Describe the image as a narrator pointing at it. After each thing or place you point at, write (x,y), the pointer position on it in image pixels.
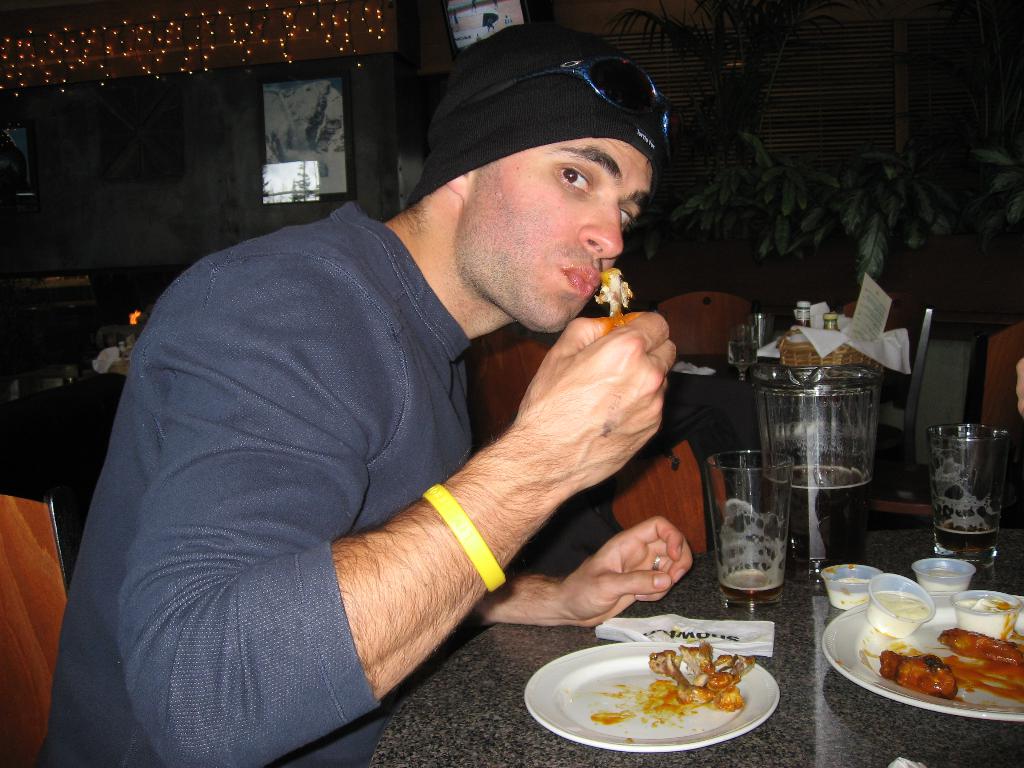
This image is taken indoors. In this image the background (790,216) is a little dark. There are a few plants (824,206). There are a few window blinds (784,85). There is a picture frame (315,147) on the wall (369,132). There are a few rope lights (180,39) and there are a few objects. There are a few empty chairs (701,345). There is a table (754,365) with a few things (835,327) on it. On the left side of the image (244,505) a man (275,515) is sitting on the chair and holding a food item (609,294) in his hand (628,360). At the bottom of the image (549,725) there is a table (793,753) with two plates (747,729) of food items (901,661), a few cups (918,619), two glasses (765,597) and a few things (795,473) on it. On the right side of the image (1019,378) there is a person (1020,395) and there is a chair (985,341).
